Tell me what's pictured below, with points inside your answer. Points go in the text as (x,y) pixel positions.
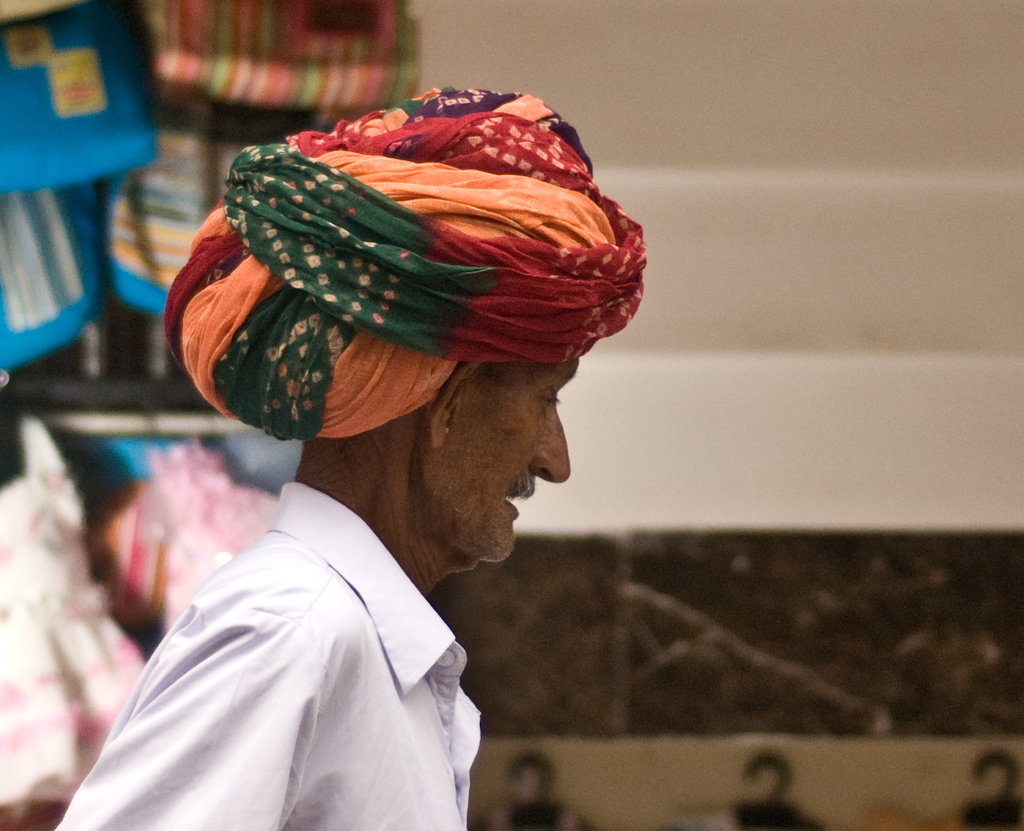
In this picture we can see a person (249,673) and in the background (119,550) we can see some objects (179,601).
